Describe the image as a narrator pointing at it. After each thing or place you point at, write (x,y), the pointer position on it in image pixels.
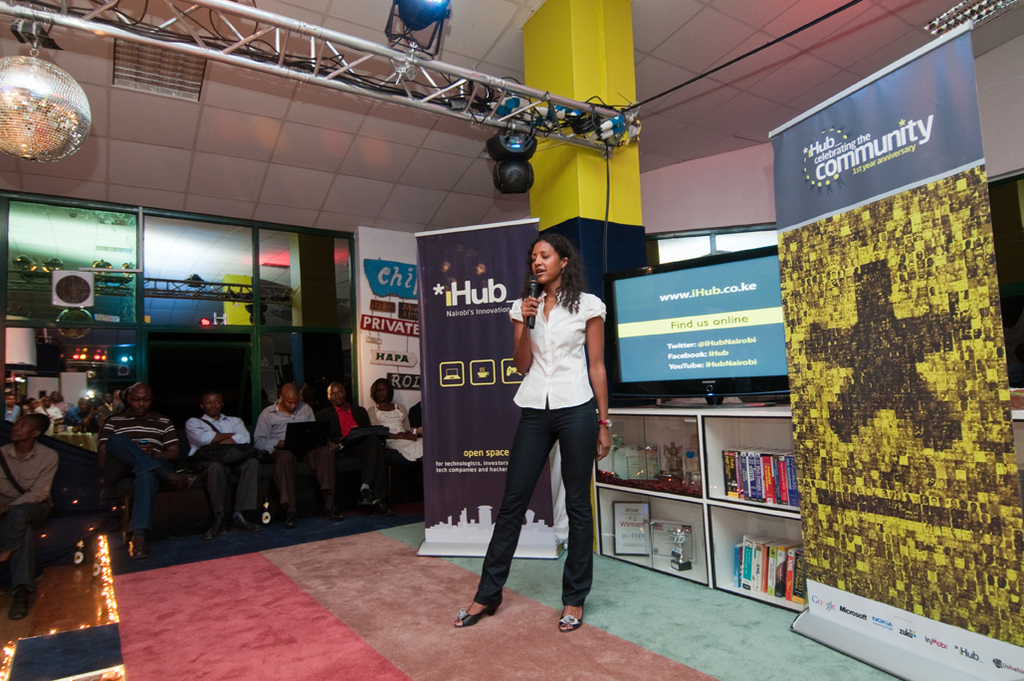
In this image we can see a lady (582,618) standing on a stage (528,624) and holding a microphone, behind her there is a cupboard (598,549) which contains some books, other objects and there is a television (724,398) on it, on its sides there are posters (541,502) with text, in the background (323,456) there is a group of people (419,439) sitting and a few among them (283,460) are holding objects (314,440), there are lights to the roof (639,100).
